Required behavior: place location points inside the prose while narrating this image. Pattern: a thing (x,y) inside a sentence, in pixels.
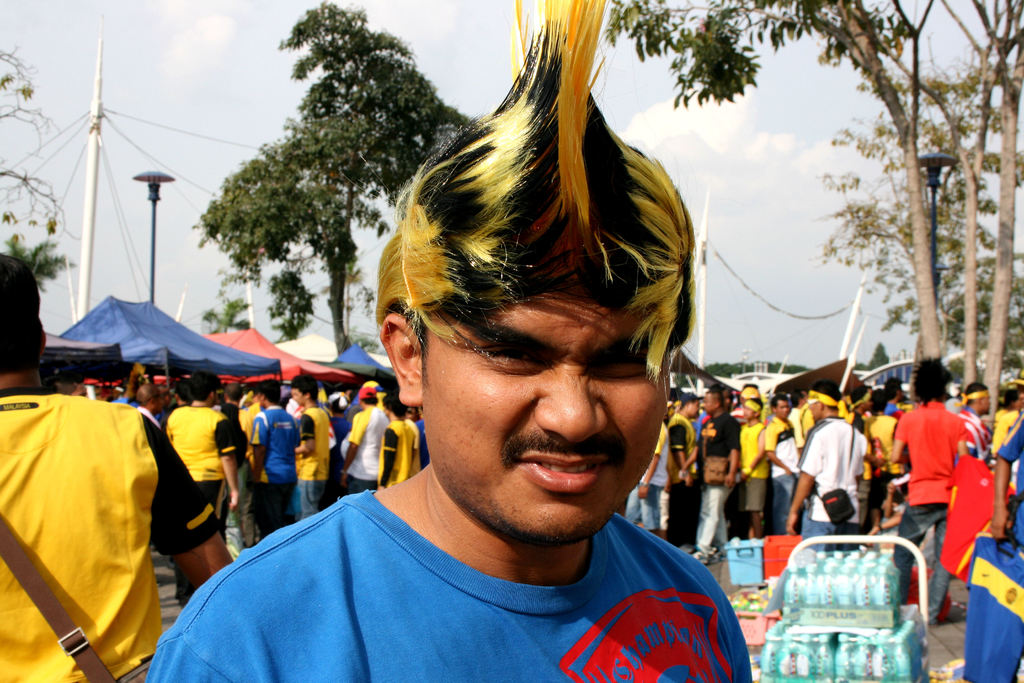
In this image we can see a few people (675,590), one of them is holding a t-shirt (991,545), there are trees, boxes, tents (109,320), there are poles (91,182), ropes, also we can see the sky (788,208).
